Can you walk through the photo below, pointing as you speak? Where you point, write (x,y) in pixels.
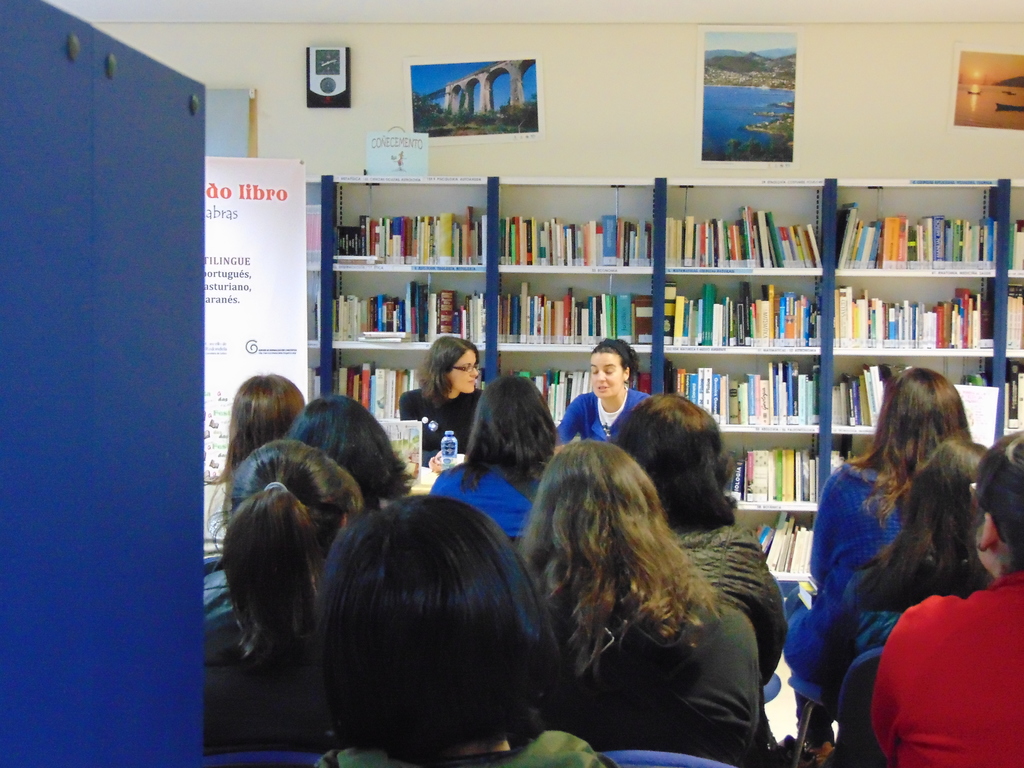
In this image I can see a group of people (427,640) are sitting on the chairs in front of a table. In the background (262,328) I can see a cupboard (729,353) in which books (1011,416) are there, board (268,309), wall (313,117) and wall paintings (514,92). This image is taken in a hall (479,599).
